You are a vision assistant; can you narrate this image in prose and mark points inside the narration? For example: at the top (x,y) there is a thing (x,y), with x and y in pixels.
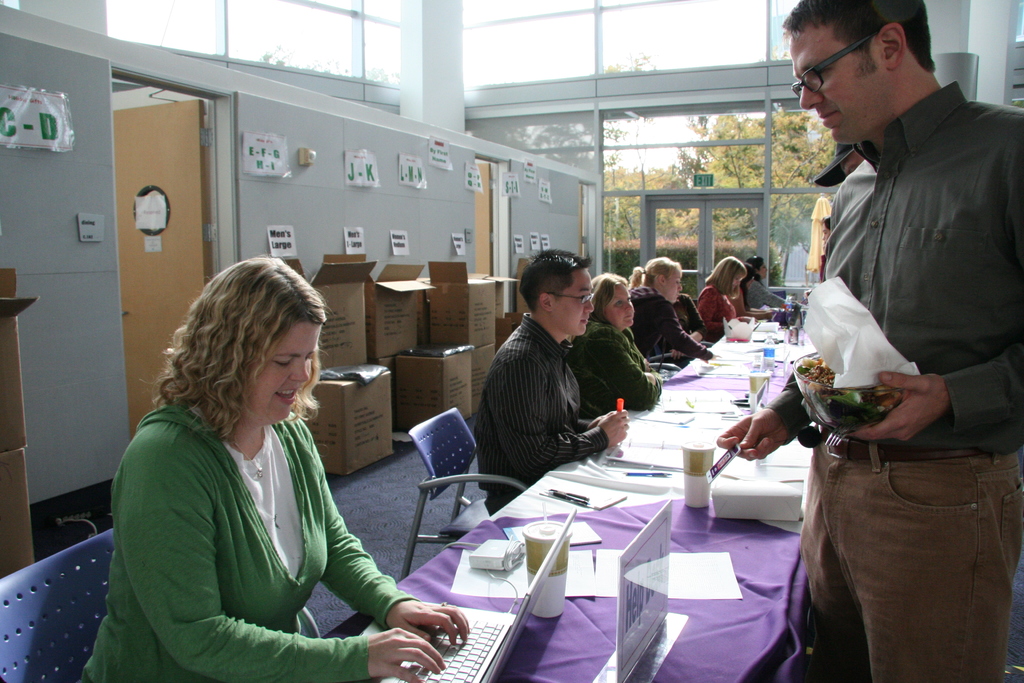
This picture is clicked inside the building (604,88). We can see many people (586,421) sitting and working over here. In the left of this picture (187,514), woman (167,542) is typing something in the laptop (500,637) which is placed on the table (604,609). On table (706,379), we can find glasses (700,453), name tag (646,539), books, pen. The man (803,52) who is standing on the right corner of this image (978,292) is holding something in his hand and he is wearing spectacles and he is about to talk to the woman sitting opposite to him. Behind them, we find papers (151,210) and here we see carton boxes (371,354). Background of this picture (656,162), we see sky (647,133), trees (681,169).
